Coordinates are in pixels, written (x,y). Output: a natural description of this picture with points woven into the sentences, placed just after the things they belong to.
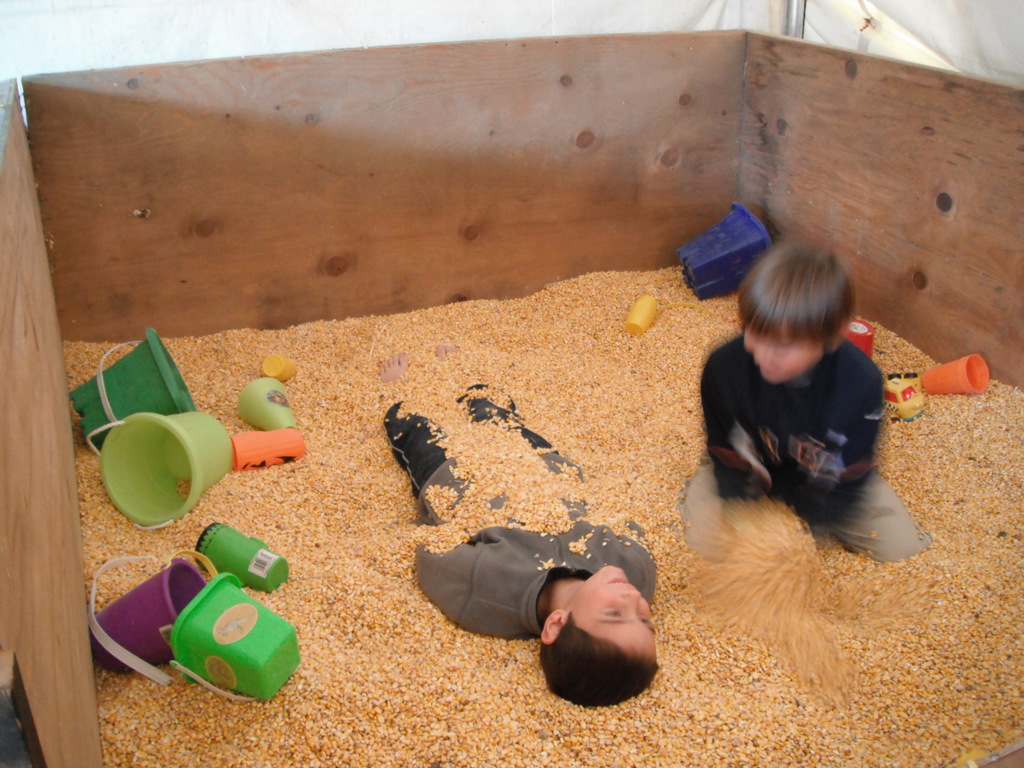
In this image, we can see a box (583,178) contains corn kernels (417,319), buckets (123,485), cups (262,399) and kids (811,428).
